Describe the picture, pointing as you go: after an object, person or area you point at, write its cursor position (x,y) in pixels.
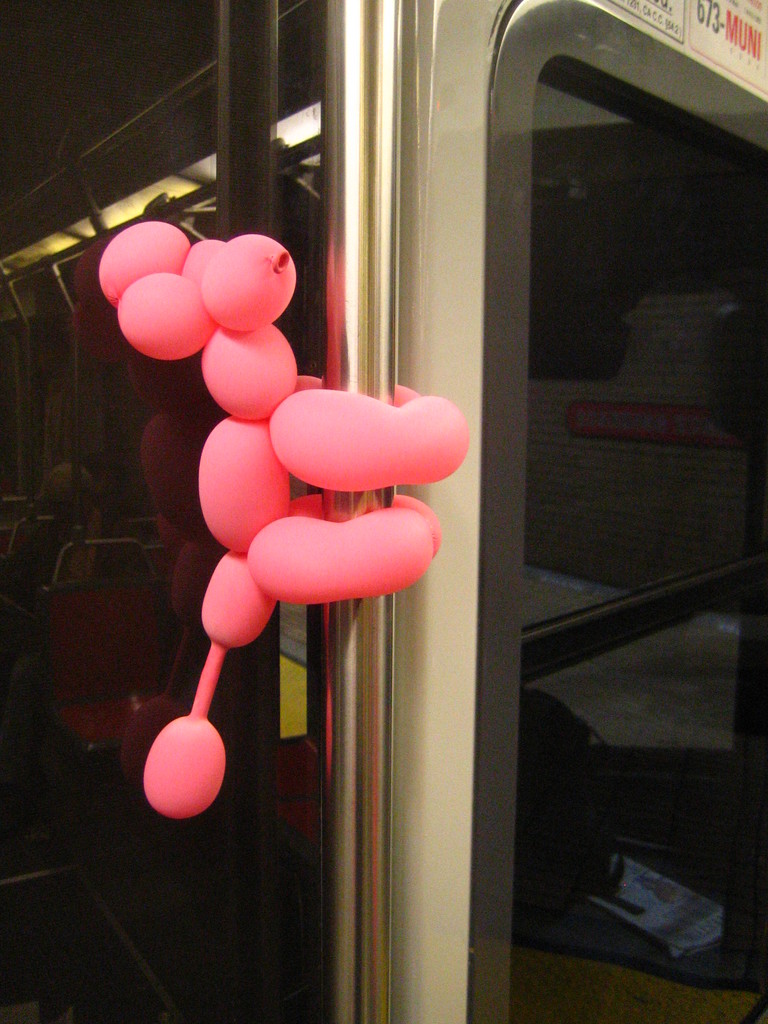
This picture shows a vehicle (297,627). We see balloons (246,382) to the rod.
